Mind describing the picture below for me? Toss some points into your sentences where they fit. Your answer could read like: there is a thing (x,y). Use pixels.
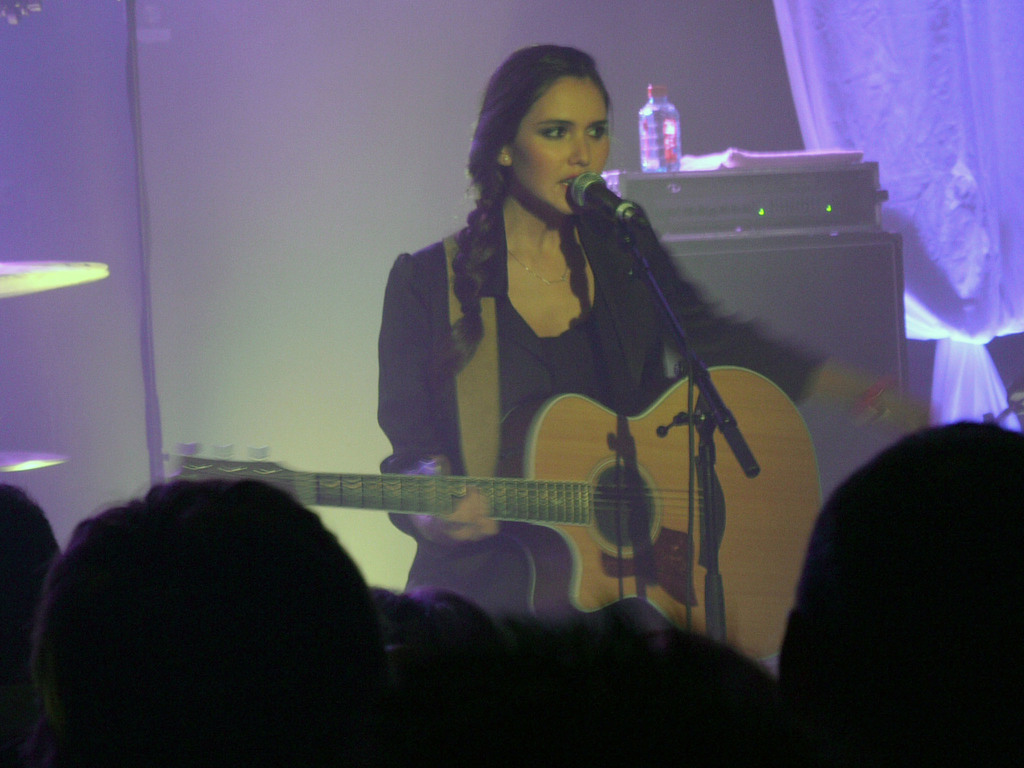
In this image I see a woman (479,583) who is holding a guitar (677,583) and she is in front of a mic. In the background (651,146) I see an equipment (635,175) on which there is a bottle (659,109) and I see the curtain (915,94) over here.
